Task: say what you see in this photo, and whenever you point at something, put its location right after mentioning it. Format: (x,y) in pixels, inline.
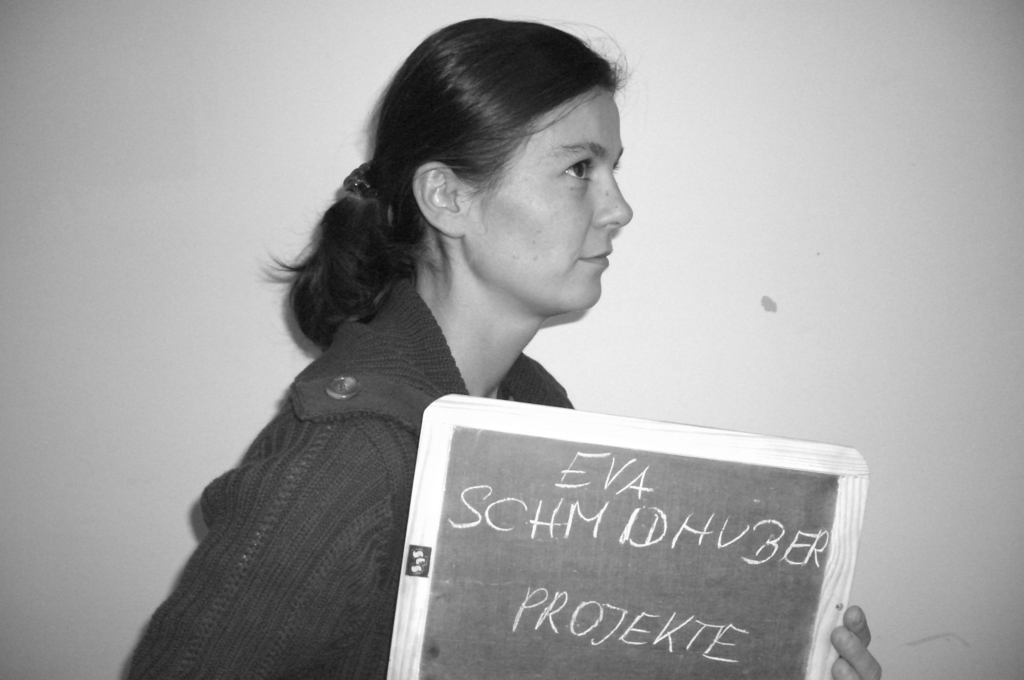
This is a black and white image, there is a woman (498,211) wearing a hoodie (366,387) and holding a slate (438,431) in her hand (852,662), something is written on that slate (591,582).
